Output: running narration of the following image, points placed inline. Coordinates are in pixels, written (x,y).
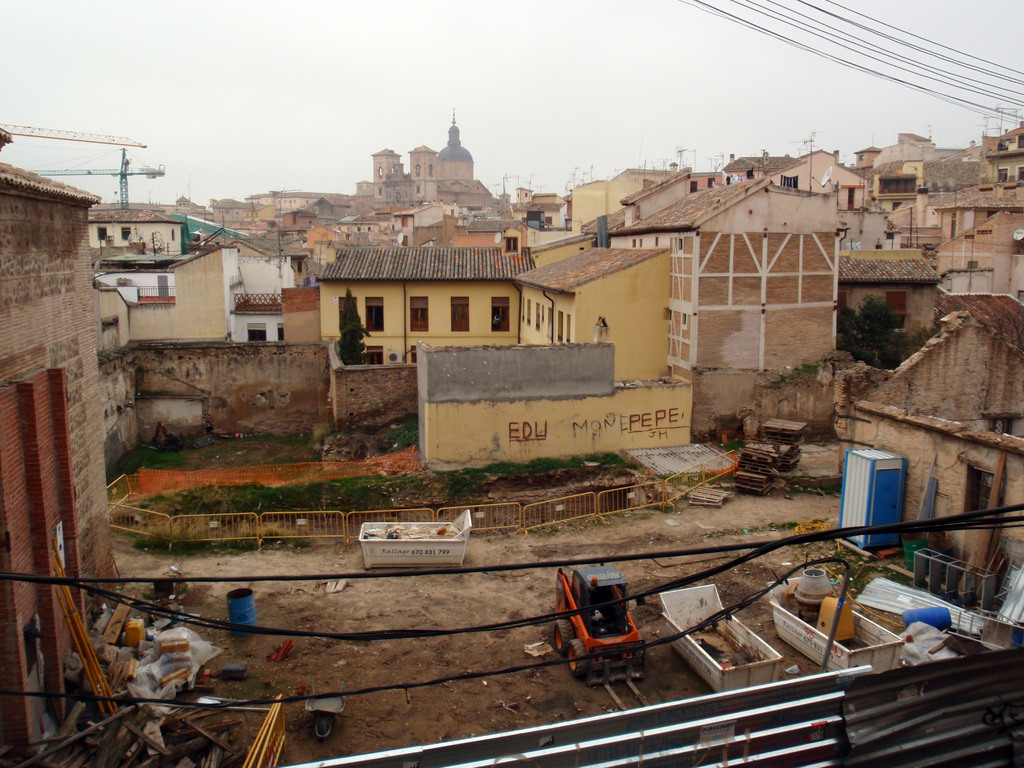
In the picture I can see buildings (670,324), vehicles (592,604), poles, wires (513,568) and some other objects (188,677) on the ground (389,479). In the background (442,72) I can see the sky (342,34).
